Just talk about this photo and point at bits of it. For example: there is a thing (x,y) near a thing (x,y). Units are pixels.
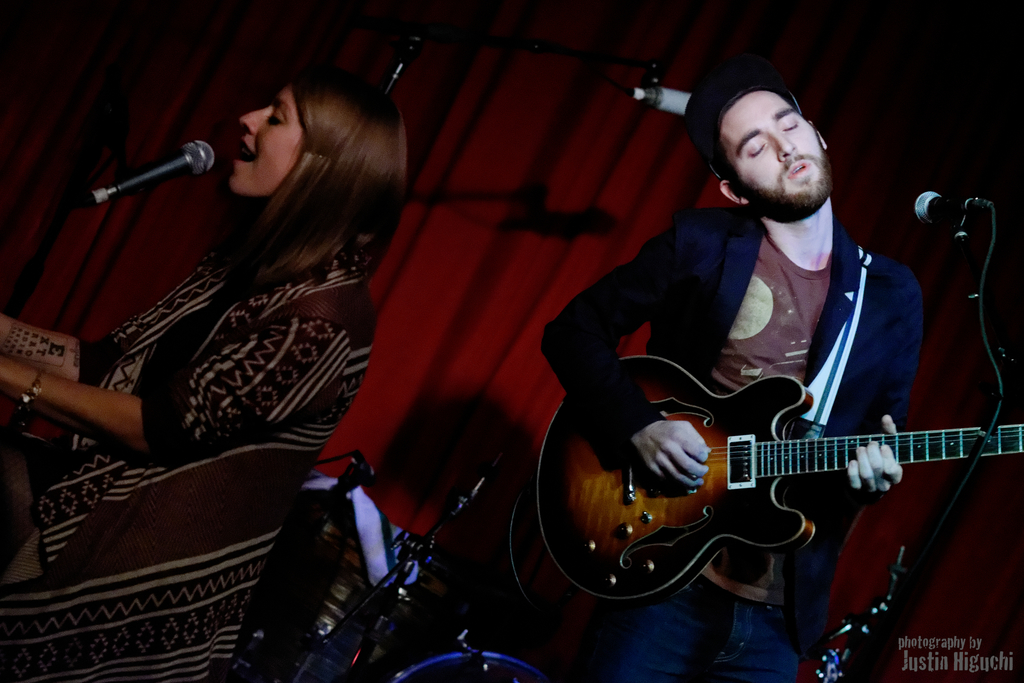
This image is clicked in a musical concert. There are two people (284,473) in this image. The one on the right side (708,95) is man (798,559) and the one on the left side (271,402) is women (184,399). Both have mics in front of them and man (697,476) is playing guitar (753,512), woman (211,276) is singing something. There are musical instruments (420,540) behind them. There is a Maroon curtain (524,261) behind them.
